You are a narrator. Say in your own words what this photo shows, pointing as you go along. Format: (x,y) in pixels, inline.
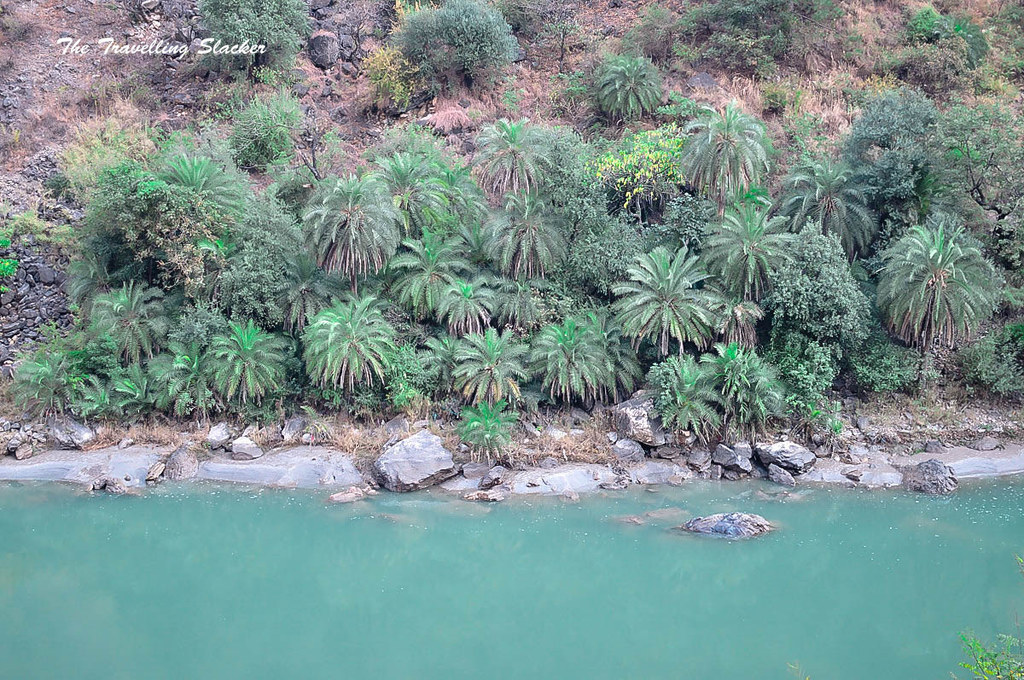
In this image we can see the trees (580,279), rocks (353,42), stones (257,455) and also the water (472,549) at the bottom (657,560). In the top left corner (255,46) we can see the text (174,53).
